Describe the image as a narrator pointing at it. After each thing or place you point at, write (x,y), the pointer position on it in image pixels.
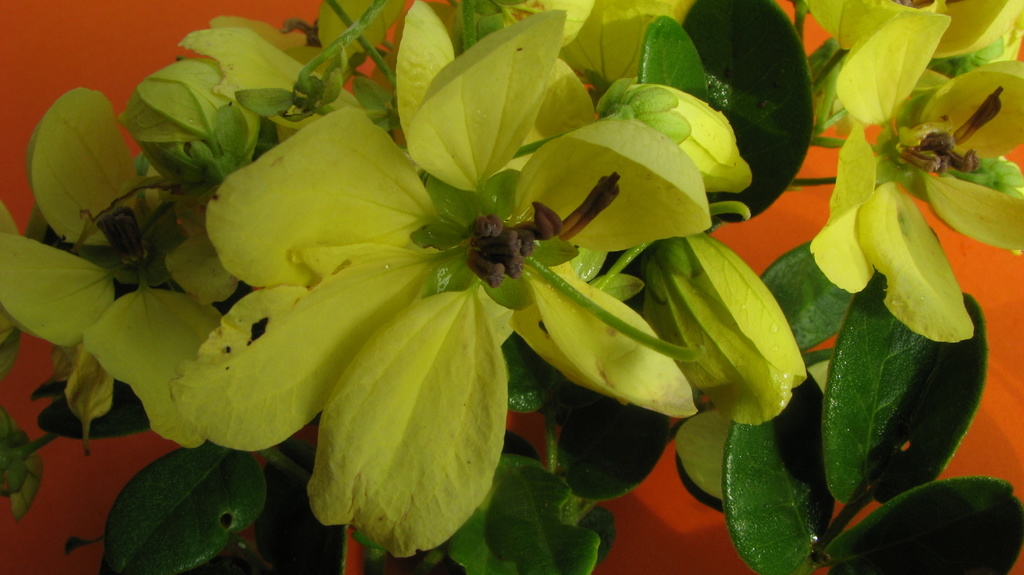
In this picture I can see a plant (526,267) with flowers (193,118), and there is an orange color background (9,81).
